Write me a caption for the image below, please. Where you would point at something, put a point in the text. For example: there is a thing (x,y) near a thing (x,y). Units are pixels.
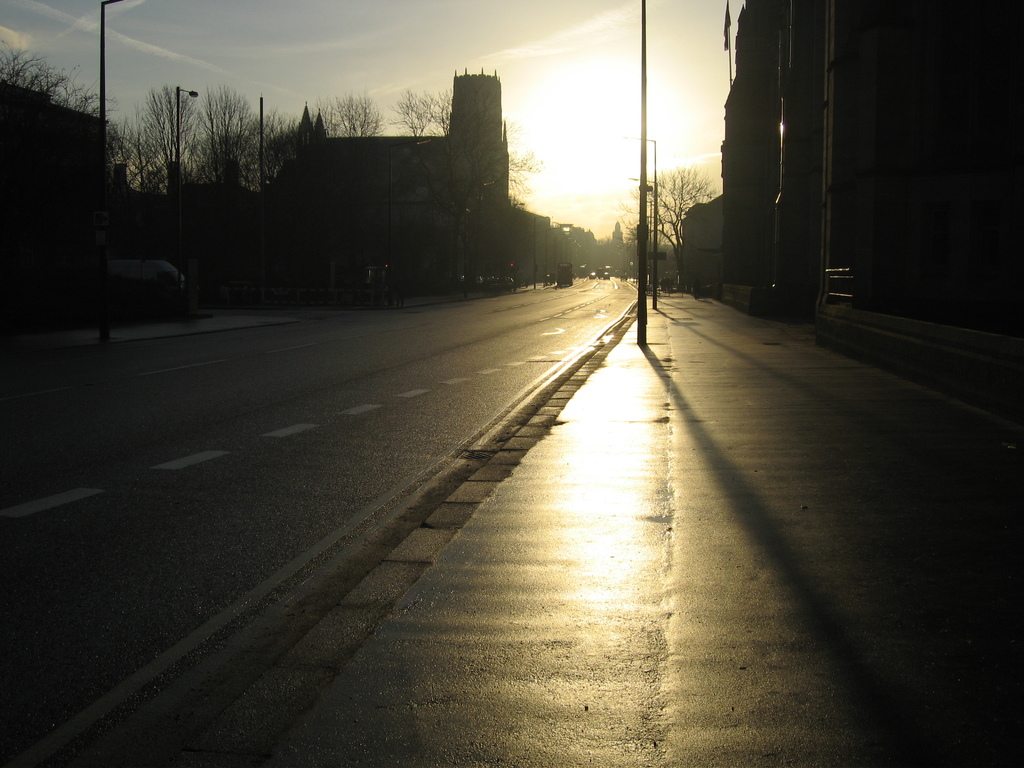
In this picture I can see a road (459,418) and street lights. In the background (478,235) I can see buildings (449,251), trees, the sky (350,49) and the sun (614,142).
